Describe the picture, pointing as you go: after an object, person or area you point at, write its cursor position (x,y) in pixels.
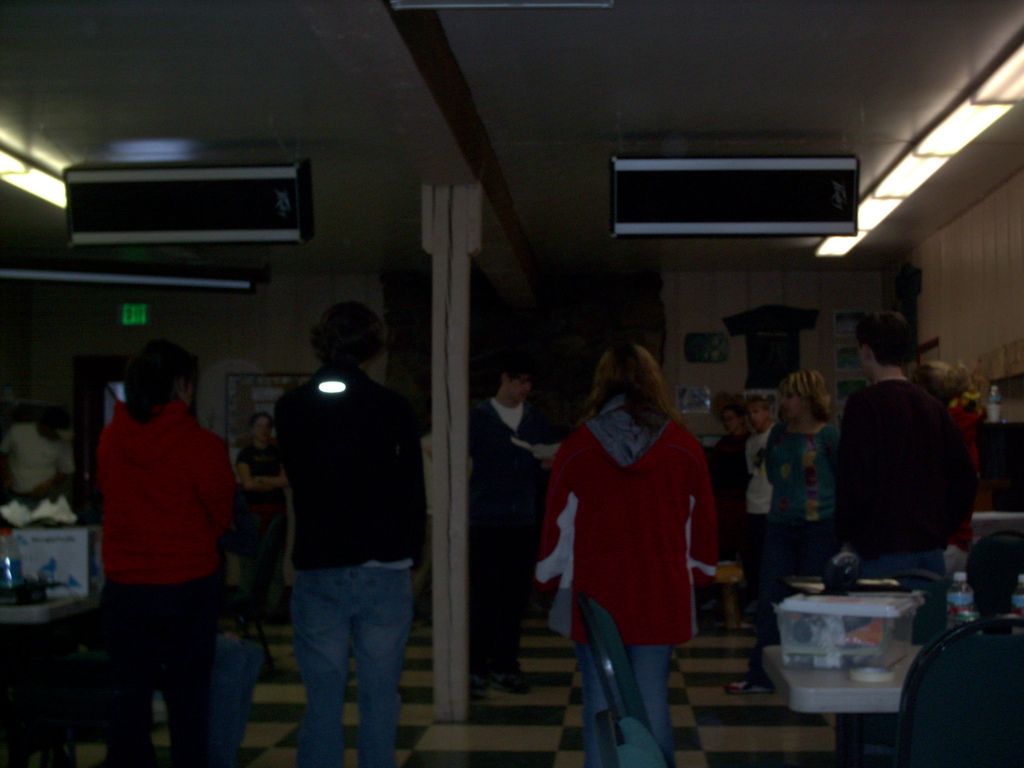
Here in this picture we can see number of men (325,466) and women (629,427) standing on the floor (708,730) in a room (554,394) and we can also see lights (959,133) present on the roof (18,213) and we can see speakers (815,205) present on the roof (348,176) and we can see tables (853,674) with somethings (86,551) present on it.
